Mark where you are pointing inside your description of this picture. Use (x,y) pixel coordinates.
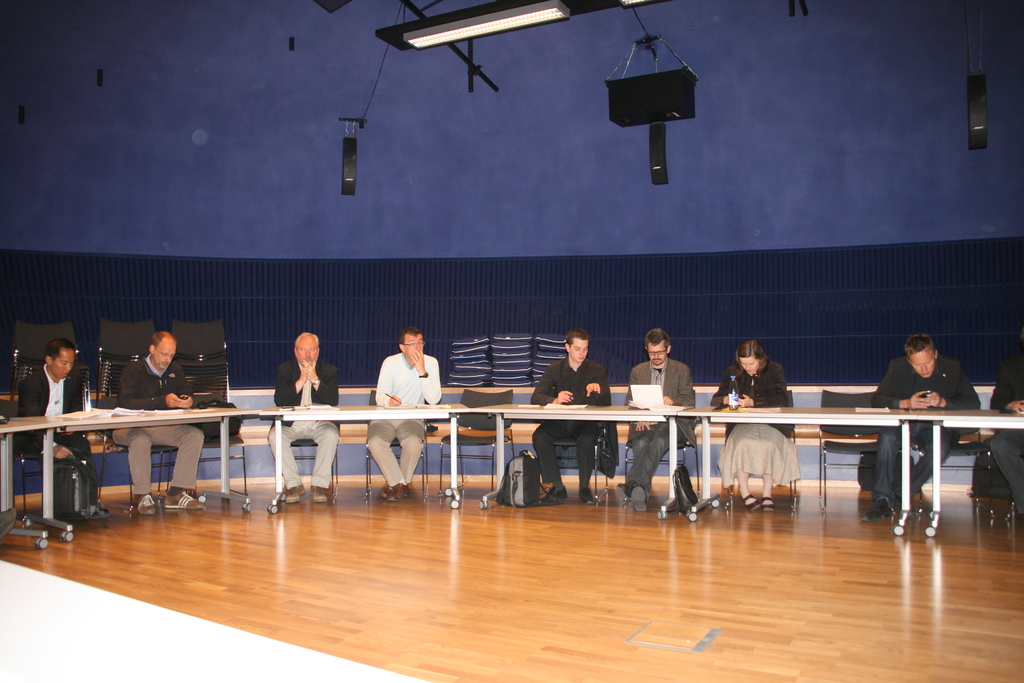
In this image we can see eight men (956,397) and one woman (740,400) is on the chair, in front of them table (946,418) is there. On table (858,412) papers (101,410) are present. Behind purple color wall (476,211) is there and chairs (182,332) are arranged. Top of the image (508,32) lights (528,17) are there.
